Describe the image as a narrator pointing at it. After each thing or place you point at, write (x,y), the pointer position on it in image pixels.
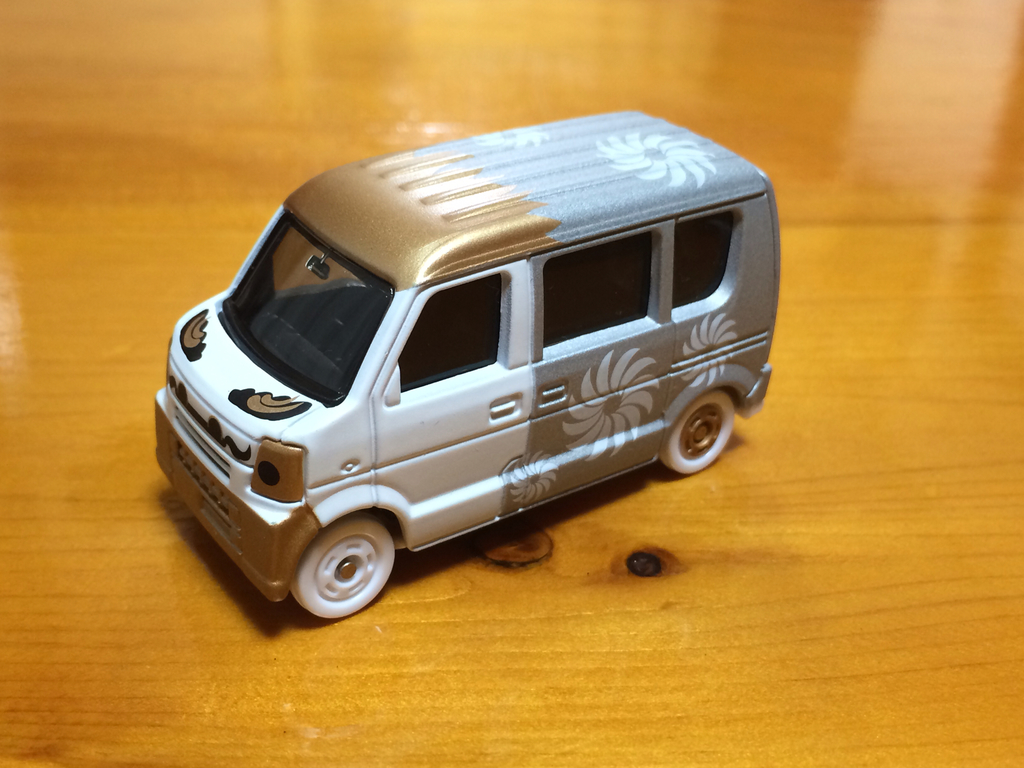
In this image we can see a toy car (541,377) on a wooden surface (679,531).
